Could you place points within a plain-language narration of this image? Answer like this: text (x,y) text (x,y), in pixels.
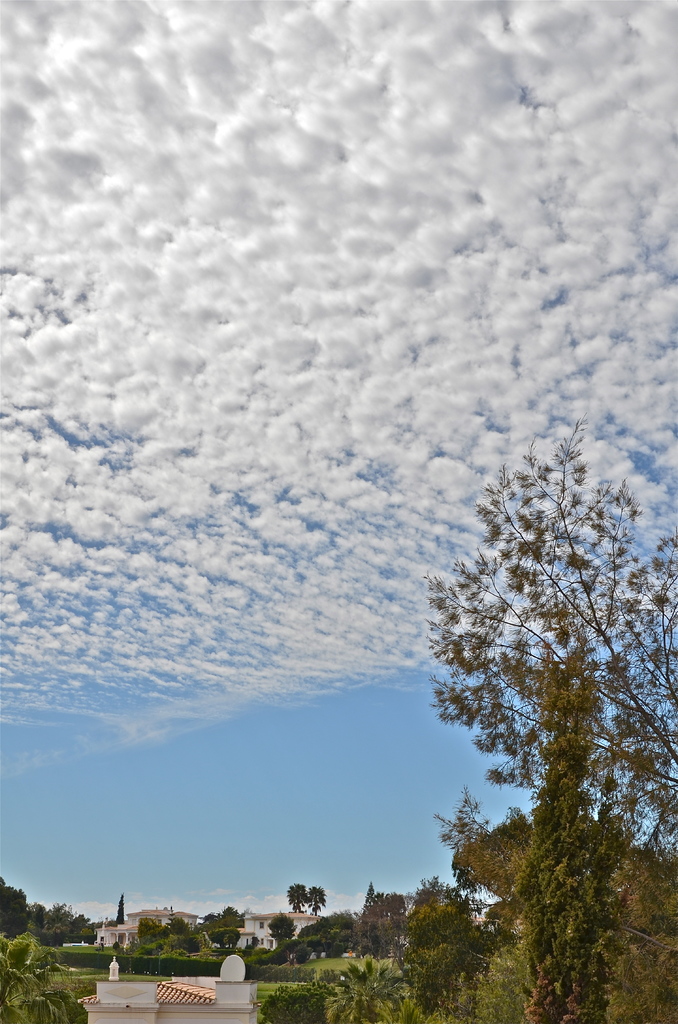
In the image I can see some houses (221,985), buildings (268,942), trees (443,926), plants (435,1023) and some clouds (310,411) to the sky (142,352).
